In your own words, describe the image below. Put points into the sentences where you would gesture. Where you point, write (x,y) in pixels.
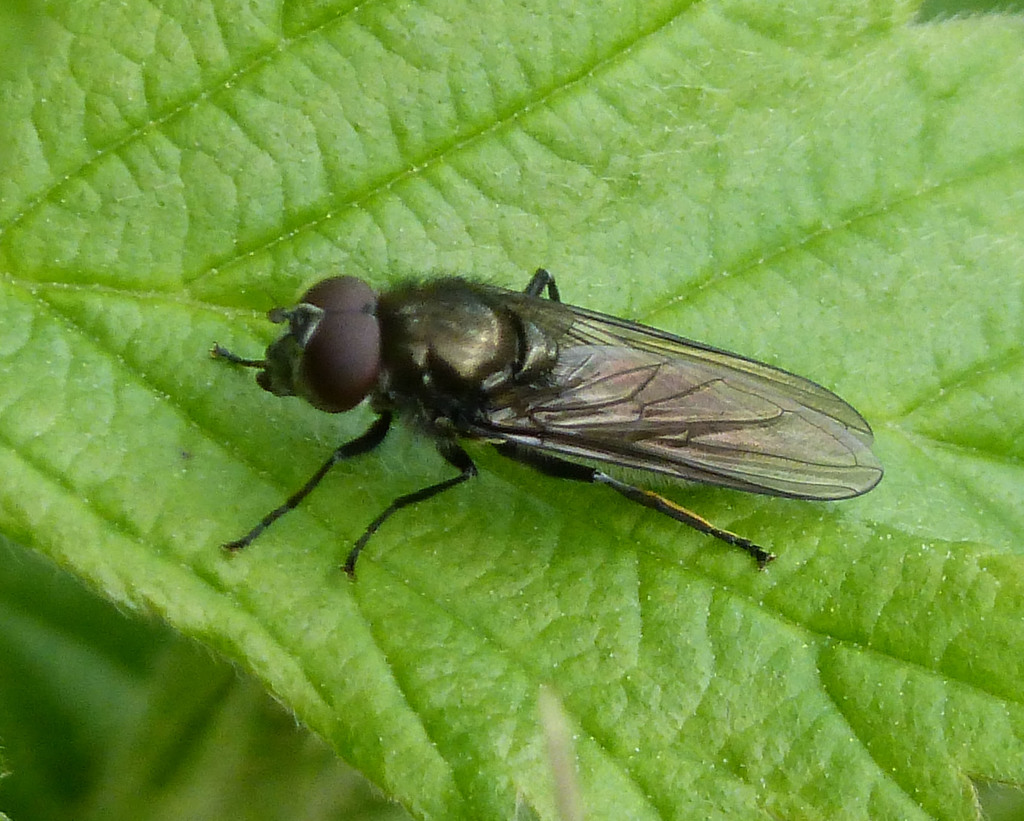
In this picture we can see a fly (531,377) in the middle (500,373), at the bottom (665,680) there is a leaf (580,670).
